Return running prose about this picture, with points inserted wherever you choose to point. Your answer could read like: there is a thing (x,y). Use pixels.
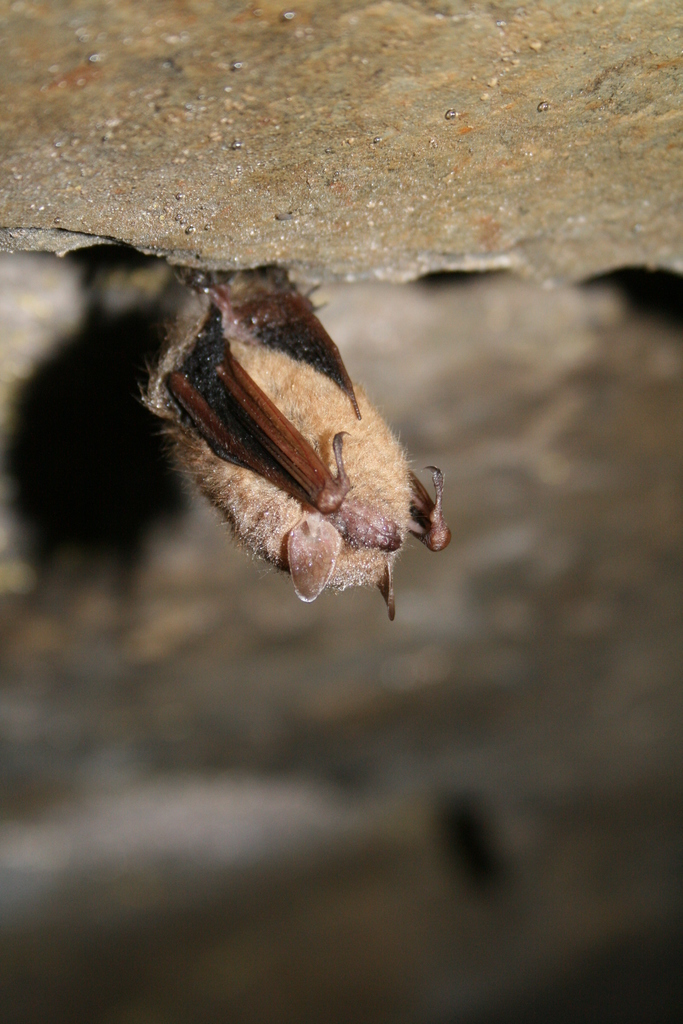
At the center of the image (360,556) there is a bat (326,330). At the top of the image (332,192) there is rock (24,131).
